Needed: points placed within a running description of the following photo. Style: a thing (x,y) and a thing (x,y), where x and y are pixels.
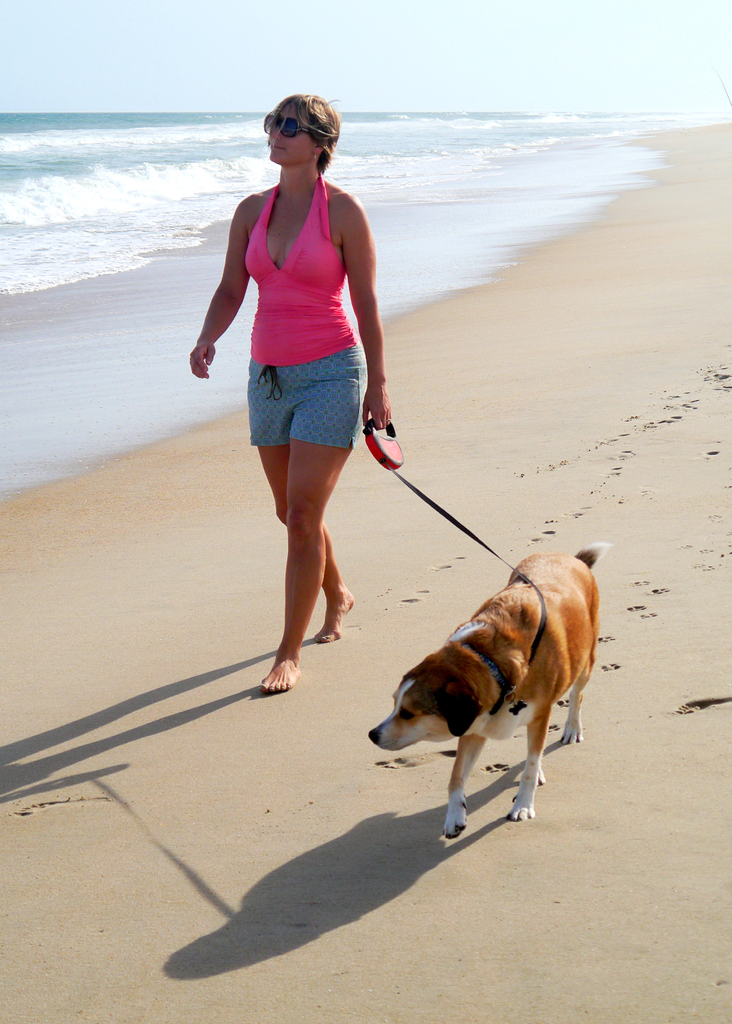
In this image I can see a woman (287,253) who is walking on the beach side (438,337) and a dog (501,646) is also walking, we have a beach (113,400).
